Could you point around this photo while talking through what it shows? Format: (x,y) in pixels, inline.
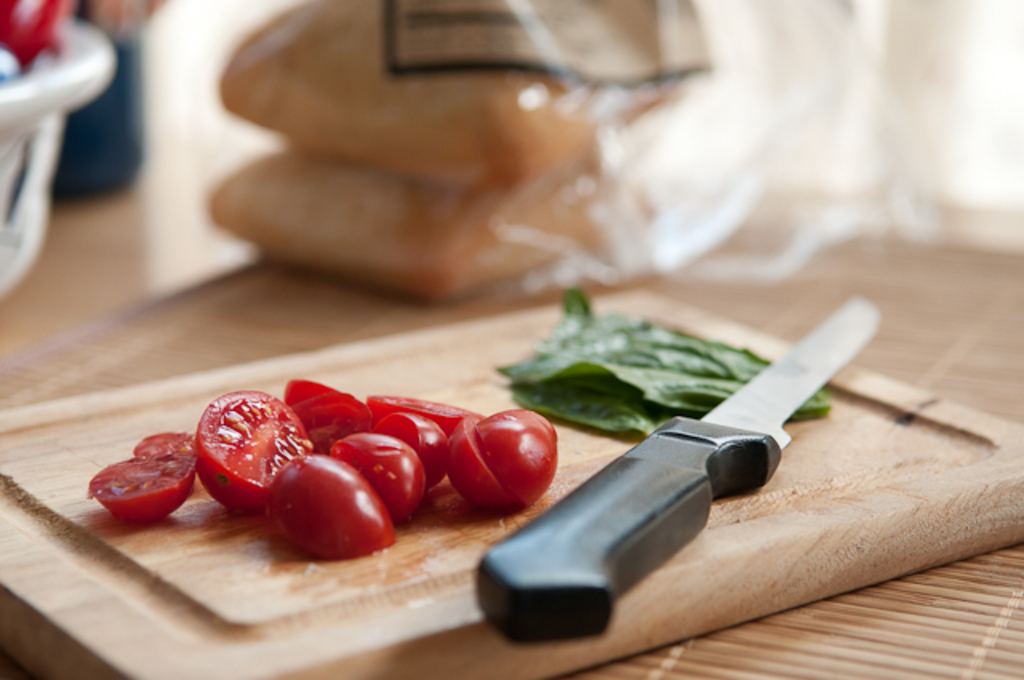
In this image in the front (418,472) there are vegetables (479,425) and there is a knife (635,452) on the chopping board (475,558). In the background (226,82) there are objects (226,82) which are blurry.
